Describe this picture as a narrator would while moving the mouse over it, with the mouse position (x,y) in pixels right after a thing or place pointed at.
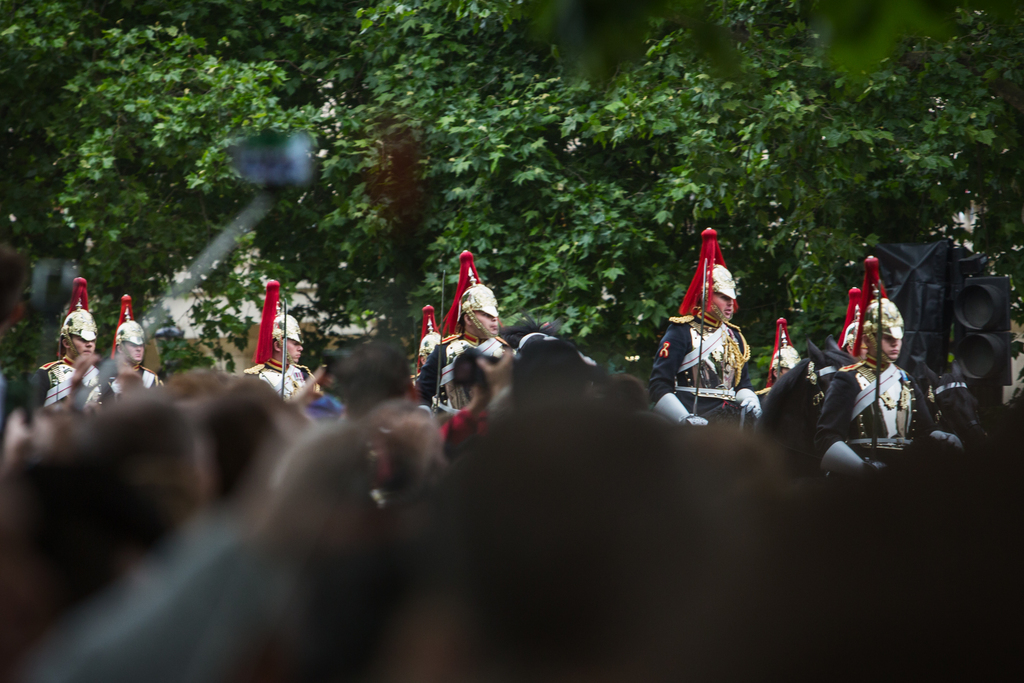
In this image there are crowd (214,456) in front of them there is a horse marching going on in the background (746,107) there are trees (317,194).
